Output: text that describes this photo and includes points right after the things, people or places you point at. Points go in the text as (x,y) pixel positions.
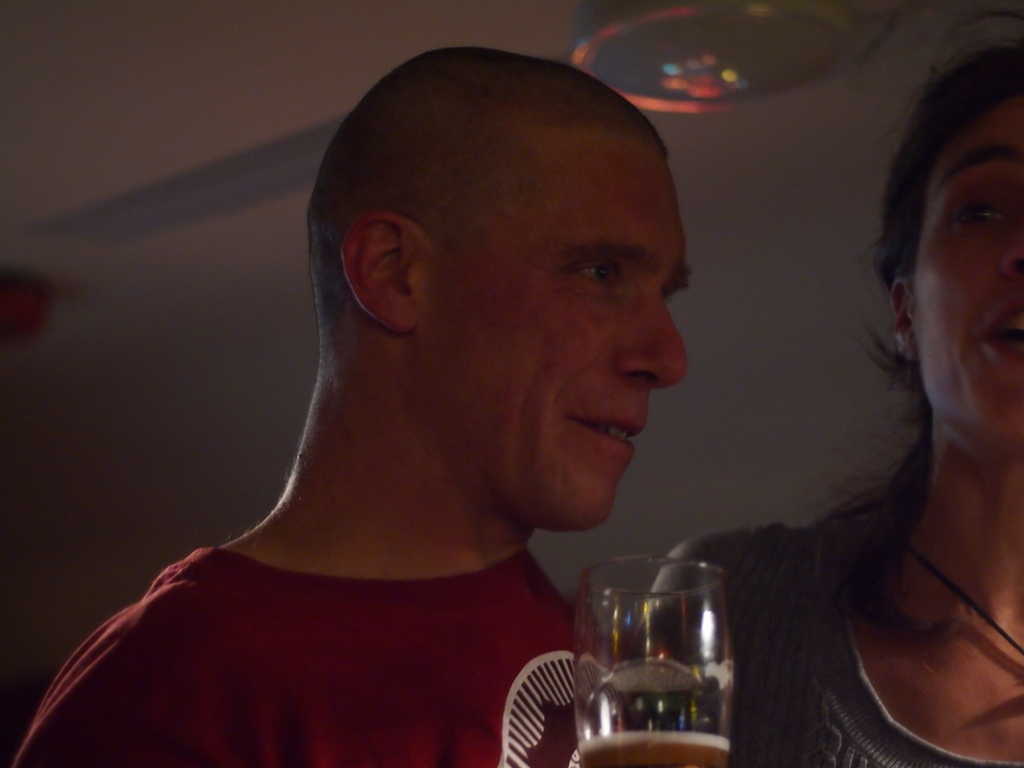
In this picture there is a man (485,323) who is wearing t-shirt (456,668). On the right (972,270) we can see a woman (896,709) who is standing near to this man (491,531). Here we can see a wine glass (651,660). On the top (683,70) there is a fan (746,48).
